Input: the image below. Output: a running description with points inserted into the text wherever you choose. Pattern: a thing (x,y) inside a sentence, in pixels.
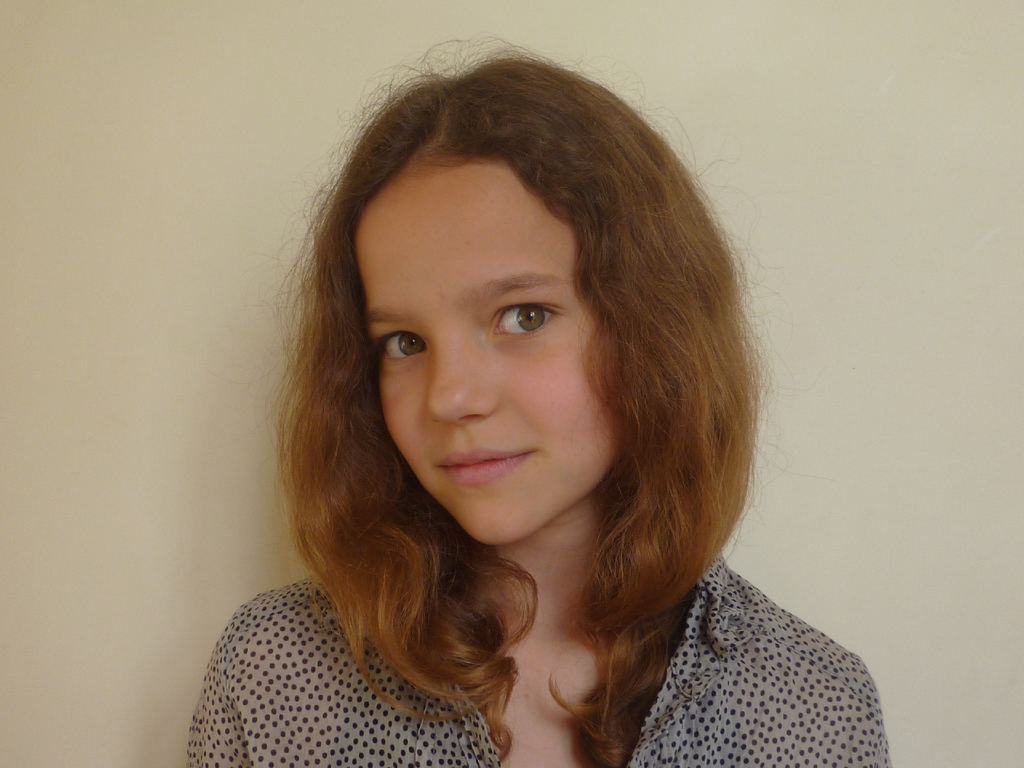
In the center of the image (532,446) we can see one girl (391,486) is smiling, which we can see on her face (493,457). In the background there is a wall (76,107).
